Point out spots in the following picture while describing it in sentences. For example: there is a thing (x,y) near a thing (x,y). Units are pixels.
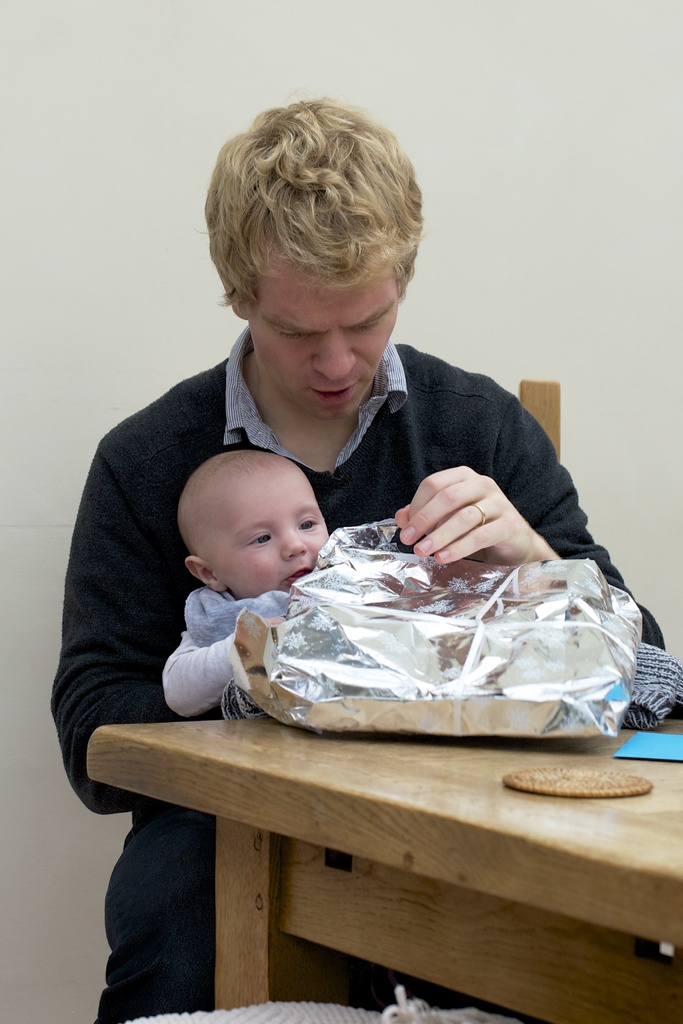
This picture shows a man (521,497) Seated on the chair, baby (239,596) on his lap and here we see a table (674,874) and a cover (262,695).
